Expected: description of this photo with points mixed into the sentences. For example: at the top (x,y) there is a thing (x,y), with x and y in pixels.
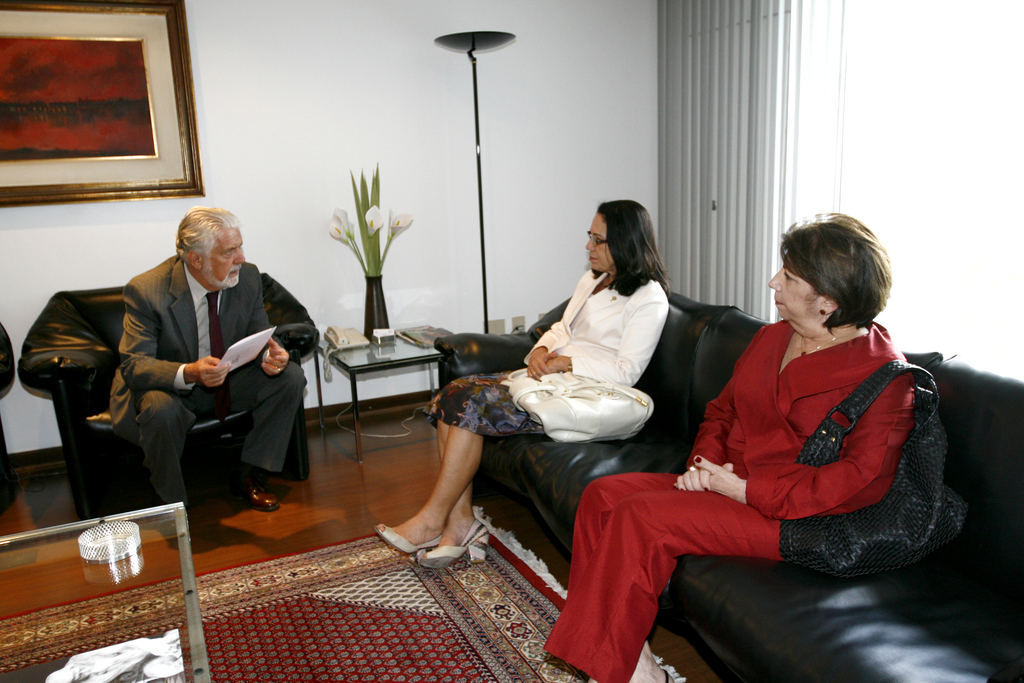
In the image we can see there are people (611,351) who are sitting on sofa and on chair (105,398) and at the back (331,354) on the table (352,360) there is telephone (343,334), vase (384,307) in vase (382,320) there are flowers (381,224) and on table (156,600) there is ash tray (114,545), paper (135,660) and on floor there is floor mat (353,604).
